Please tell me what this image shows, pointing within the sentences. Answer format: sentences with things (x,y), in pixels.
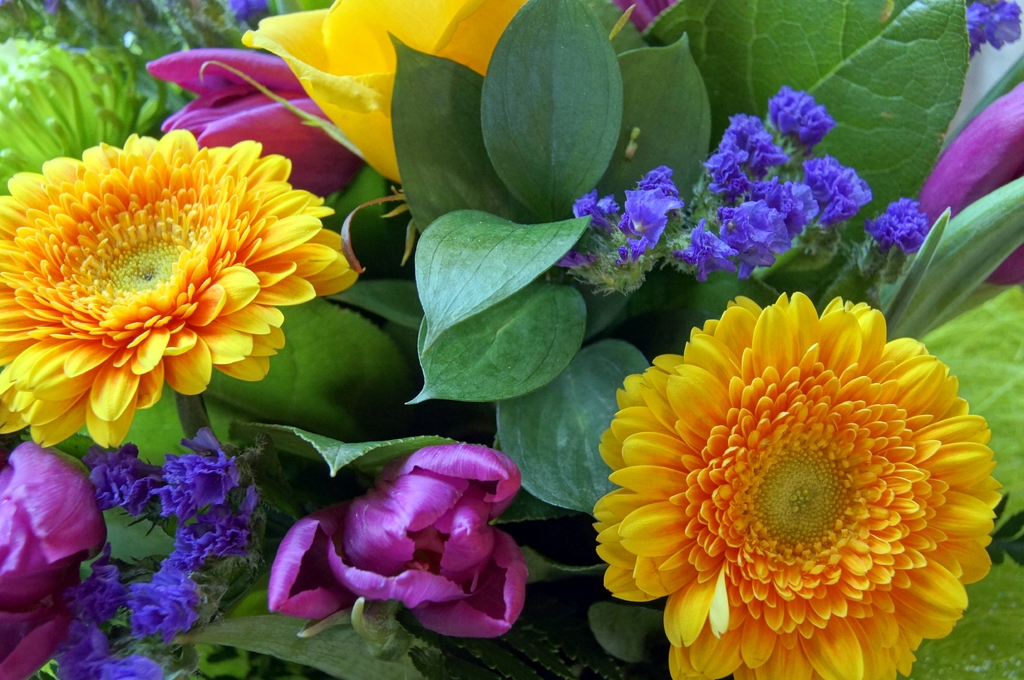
This is the picture of a plant (640,366) to which there are some flowers (634,435) which are in yellow, purple and blue color.
